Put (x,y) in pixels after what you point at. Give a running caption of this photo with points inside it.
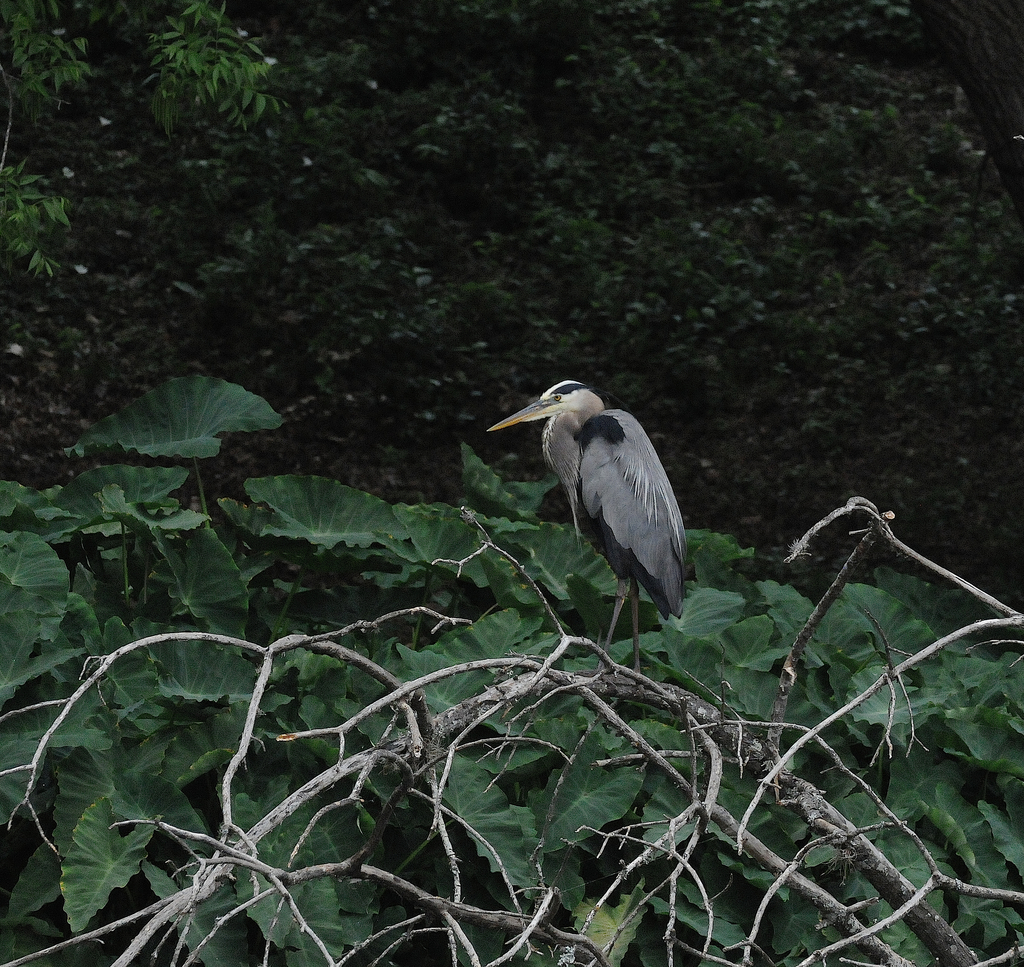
In this image there is a bird (627,502) on the dry tree (536,687), in the background (558,704) there are leaves (162,580) and trees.
